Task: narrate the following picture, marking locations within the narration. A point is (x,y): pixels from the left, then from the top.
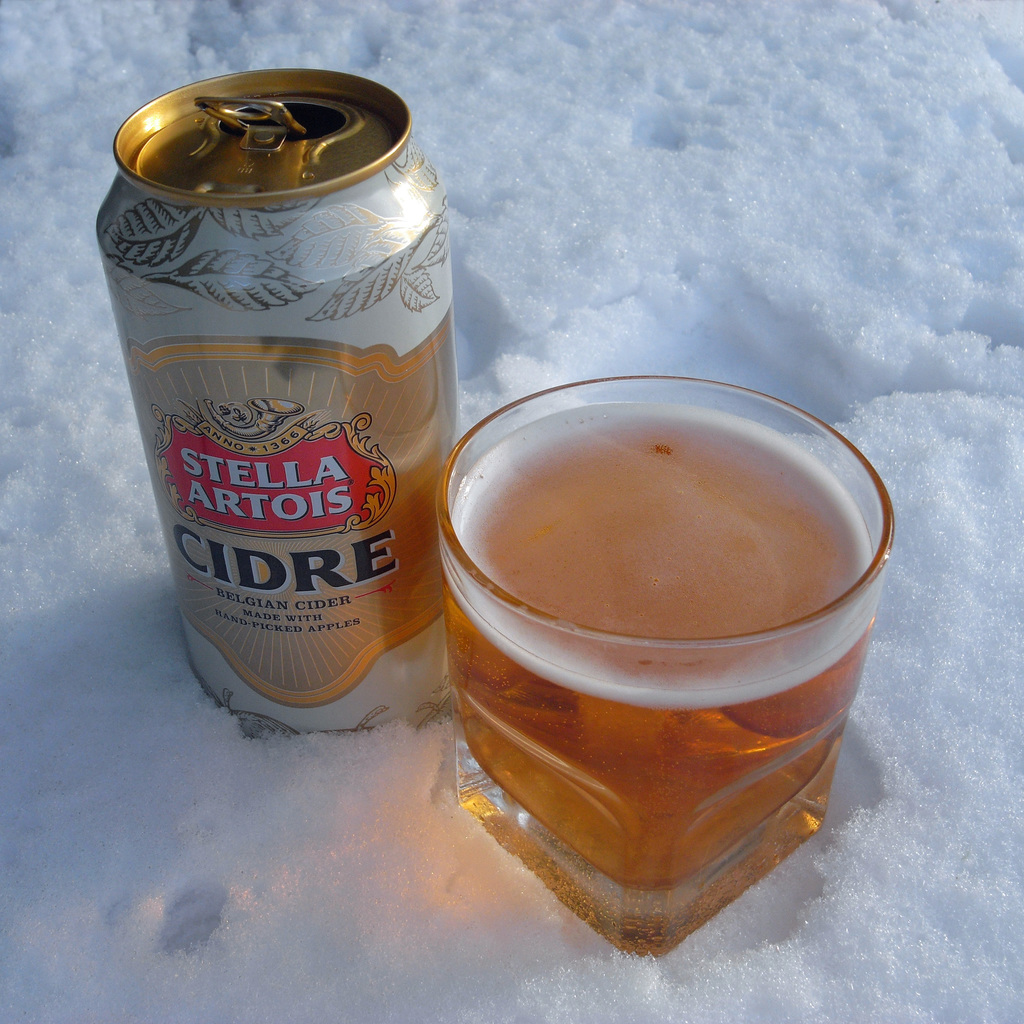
In this image I can see snow (547,279), a can (268,311), a glass (517,514) and in it I can see liquid (644,515). On this can (257,497) I can see something is written.
